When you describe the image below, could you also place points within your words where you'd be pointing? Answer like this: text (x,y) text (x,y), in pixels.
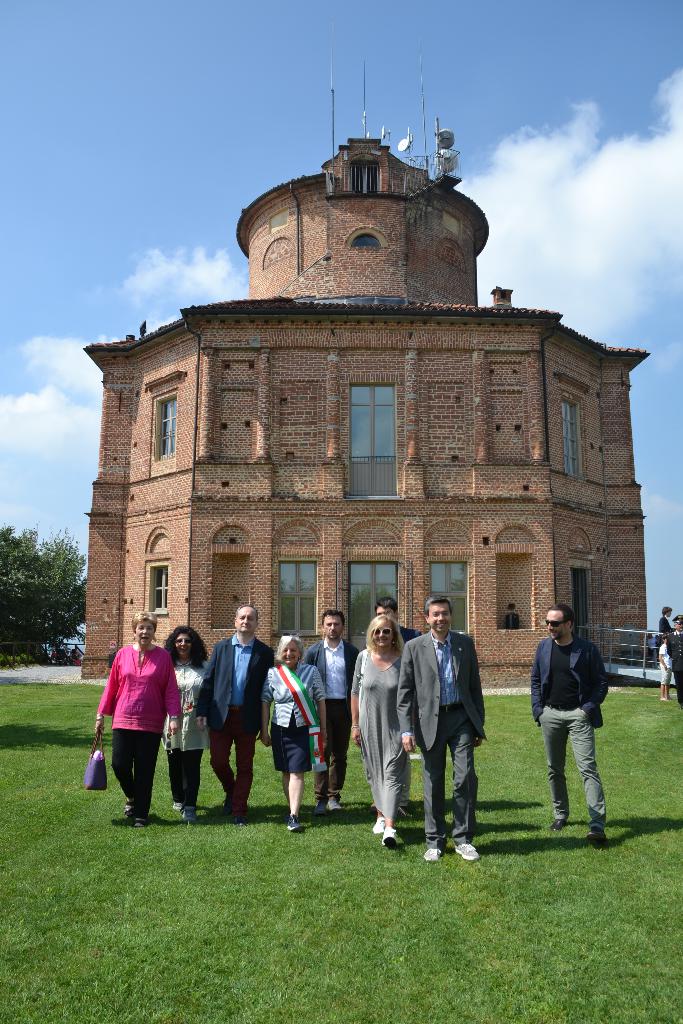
This picture is taken from outside of the city. In this image, in the middle (417,677), we can see a group of people (186,818) are walking on the grass (232,855). On the right side (661,647), we can see a group of people (671,641), a railing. On the left side (69,610), we can see some trees (22,560). In the background (306,435), we can see a building (350,471), glass window (389,437). At the top (545,31), we can see a sky (577,125), at the bottom (392,989), we can see a grass (454,903).
